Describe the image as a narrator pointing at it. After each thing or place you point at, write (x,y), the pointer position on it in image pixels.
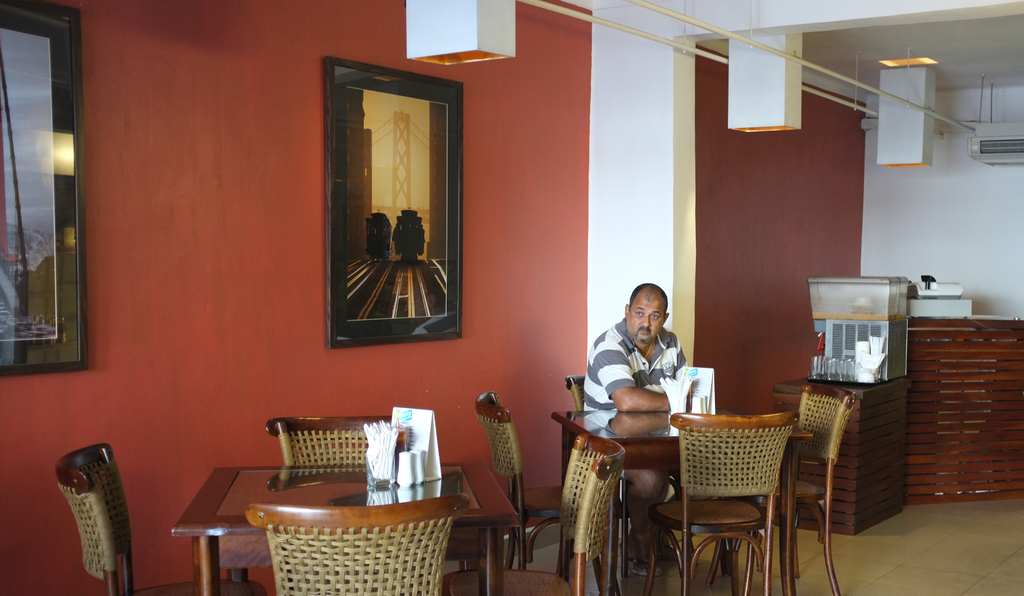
In this image in the center (655,338) there are some tables (231,471) and chairs (595,469) and also there is one person (651,391) sitting and on the table (363,494) there are some tissue papers (679,401), and in the background (78,232) there are some photo frames (82,220) on the wall (723,406). On the right side (943,420) there are some boxes (895,346) and at the top (880,44) there is ceiling (950,66) and some lights (439,57), and in the center (646,205) there is one pillar (638,258).
